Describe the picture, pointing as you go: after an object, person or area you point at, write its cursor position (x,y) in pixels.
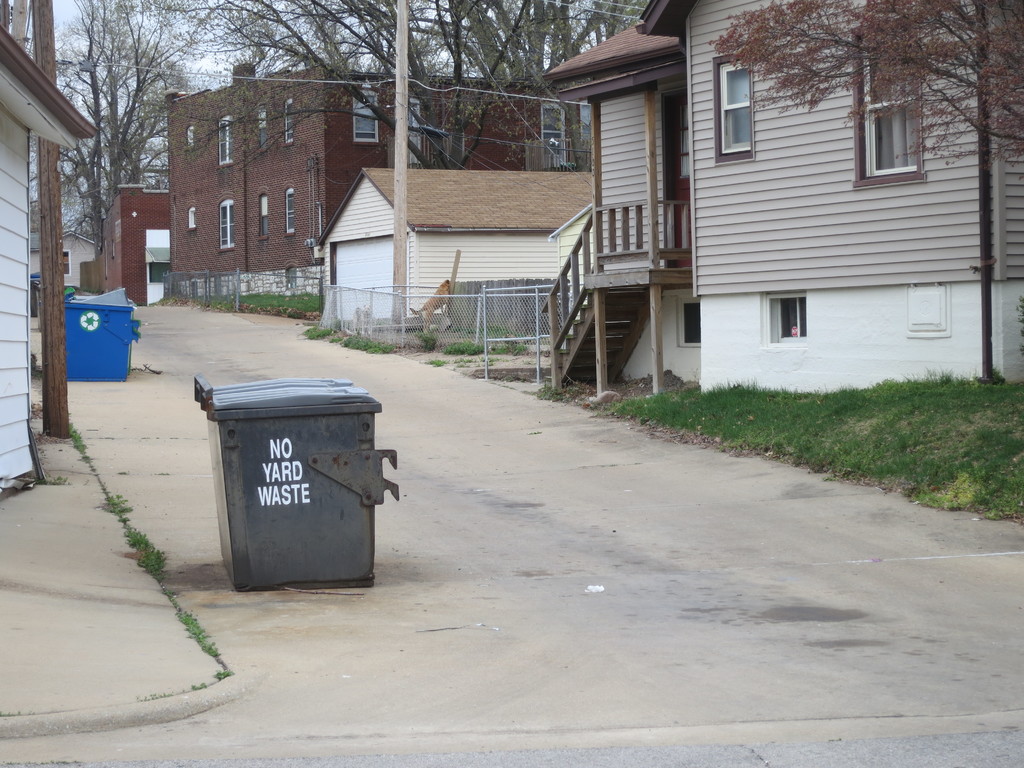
At the bottom (735,654), we see the road (722,735). In the middle (355,480), we see a garbage bin (358,484) in grey color. On the left side (15,416), we see a building (15,352) in white color. Beside that, we see the poles (52,344) and a garbage bin (100,345) in blue color. On the right side (792,423), we see the grass (951,389), tree (957,121) and a building (805,183), We see the fence (515,300), staircase (554,369) and the stair railing (639,239). We even see a dog (436,304) and a pole (403,265). There are trees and the buildings (359,189) in the background (419,225). At the top (251,50), we see the sky (218,31).
